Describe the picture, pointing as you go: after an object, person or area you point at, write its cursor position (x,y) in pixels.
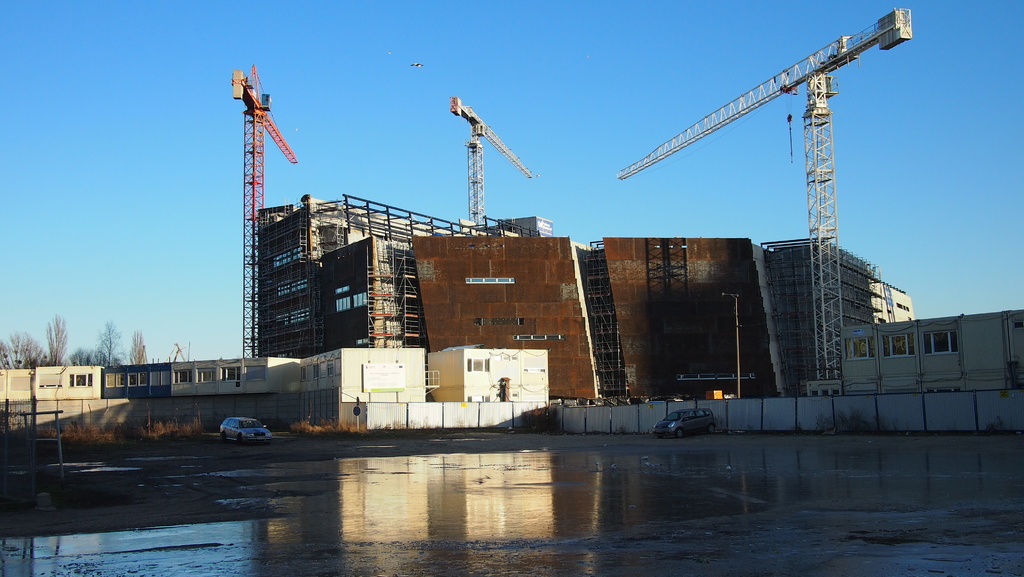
In this image we can see a group of buildings (494,342), fence (560,423), metal frames (814,228) and a board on a wall (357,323). We can also see some vehicles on the road (263,489), poles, some water (304,520) on the ground (169,469), a group of trees (59,363) and a bird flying in the sky (188,162).
